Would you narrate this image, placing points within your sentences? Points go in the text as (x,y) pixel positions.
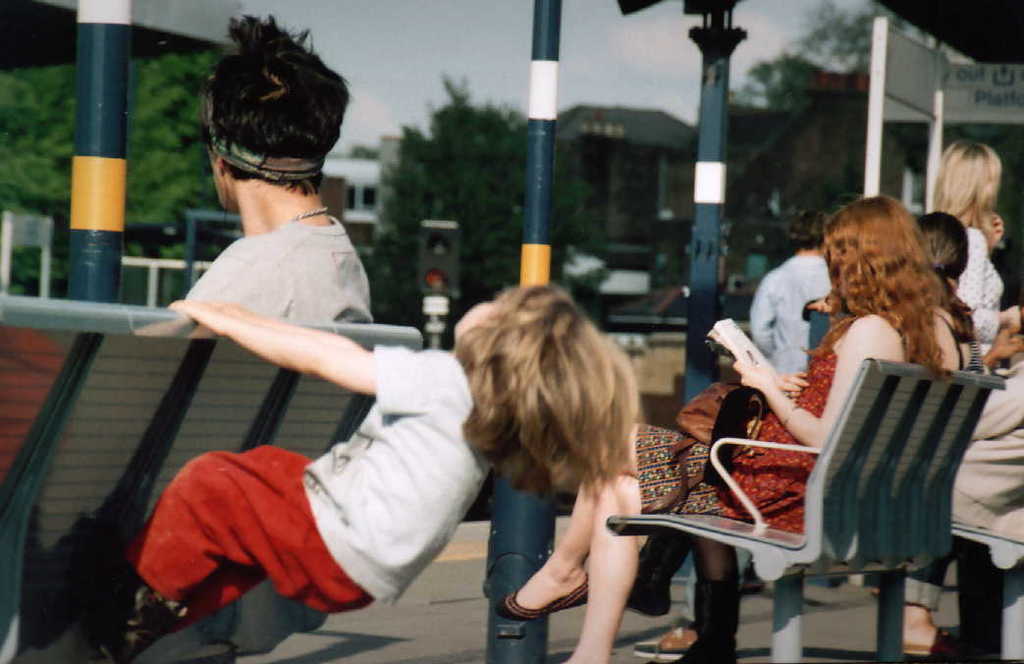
In this picture I can see few people (800,421) are sitting on a chairs (771,445) and watching, one girl (432,434) is playing with chairs (99,483).
